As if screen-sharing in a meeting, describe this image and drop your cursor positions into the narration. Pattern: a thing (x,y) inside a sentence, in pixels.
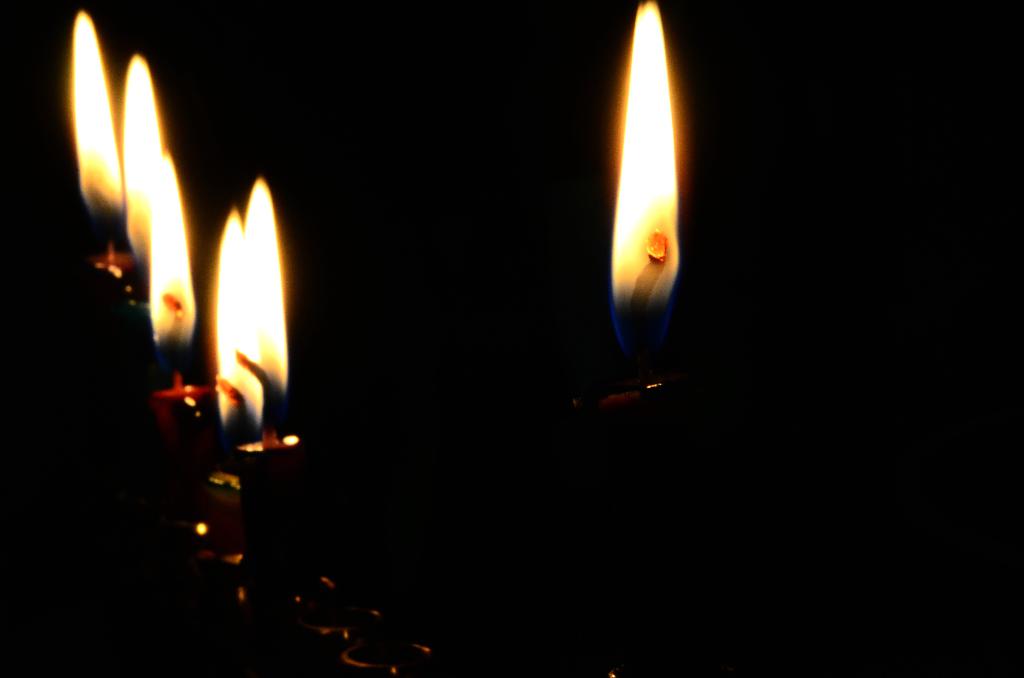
In this image we can see few candles (672,286) with flame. The background of the image (5,276) is dark.
